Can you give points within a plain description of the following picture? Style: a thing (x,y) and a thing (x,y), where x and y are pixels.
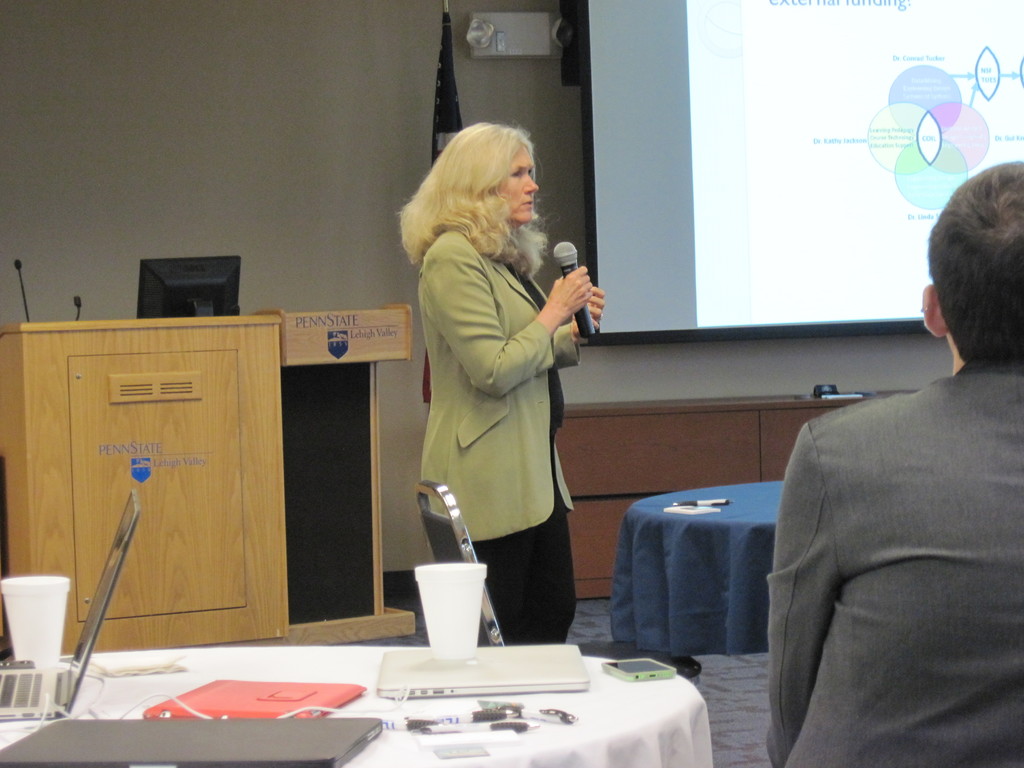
In this image we can see a woman (516,435) standing is holding a mic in her hands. We can see laptops (472,663) and cups (482,594) on the table (443,702). In the background (205,434) we can see podium (306,416), flag (436,130) and projector screen (731,134).
